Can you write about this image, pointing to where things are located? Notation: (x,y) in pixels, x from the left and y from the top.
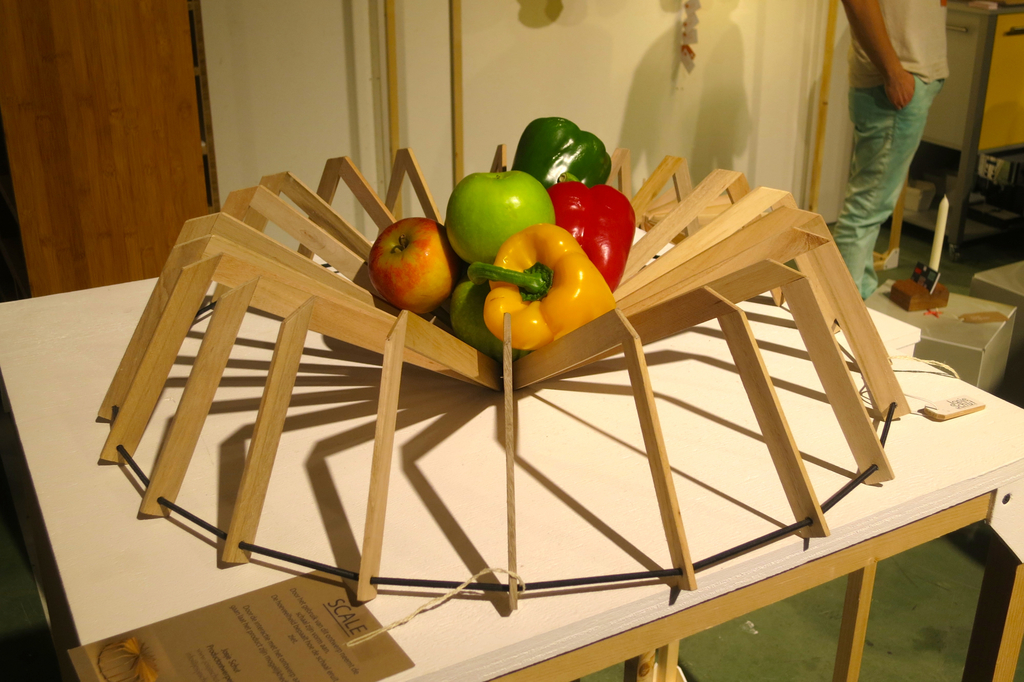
On the table (433,561) there is a Decorative item (606,351) with the Wood (514,364). Inside that there are fruits (514,200) and vegetables (568,271) in it. On the table (249,587) to the left bottom corner (206,636) there is a label (217,647). And to the right top corner (913,88) there is a man (895,160) standing. To the left top corner (132,124) there is a door (100,109).
